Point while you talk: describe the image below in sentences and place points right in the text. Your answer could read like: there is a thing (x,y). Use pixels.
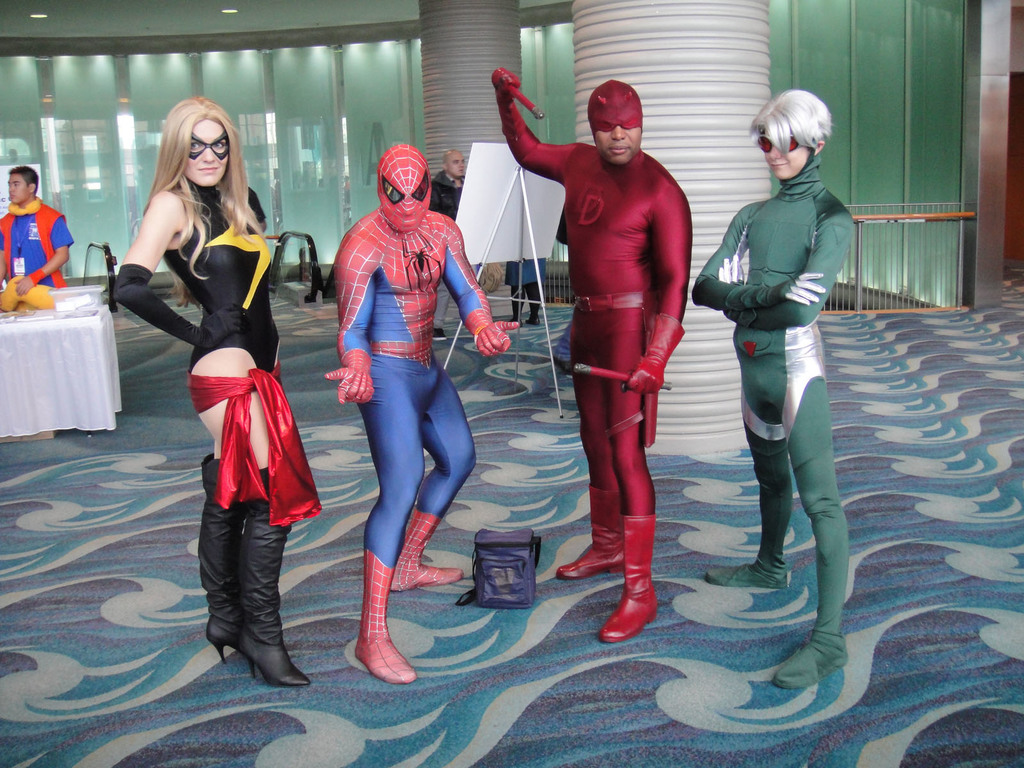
In this image, we can see some people (607,405) wearing fancy dresses (430,245), there is a table (69,374) covered with white cloth (61,344), there is a man (19,274) standing, we can see the pillars (520,52) and there is a carpet (983,744) on the floor (911,694).
